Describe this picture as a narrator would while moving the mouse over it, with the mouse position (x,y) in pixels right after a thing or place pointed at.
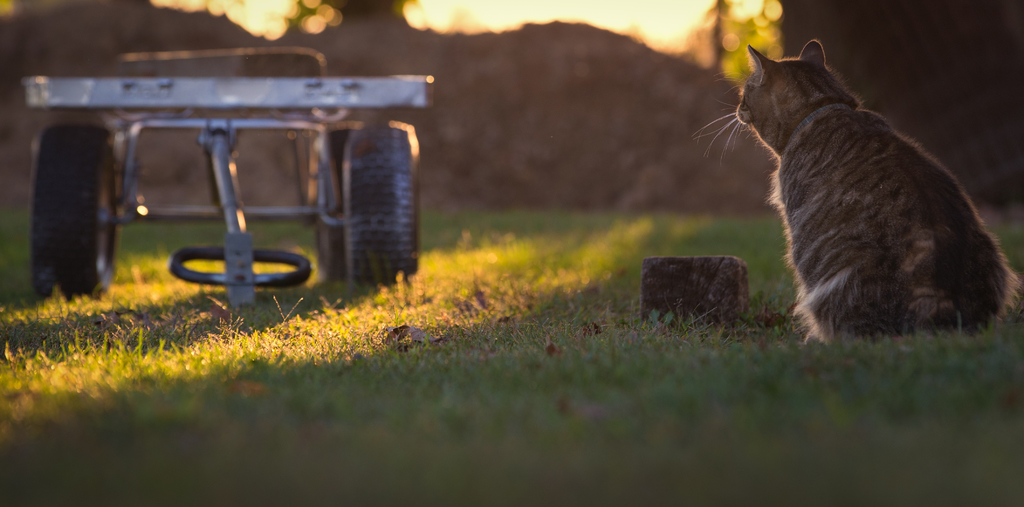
In this image we can see a cat (843,212), a wooden object (687,274) and also a vehicle (224,210) on the grass (436,368) and the background (521,82) is not clear.
